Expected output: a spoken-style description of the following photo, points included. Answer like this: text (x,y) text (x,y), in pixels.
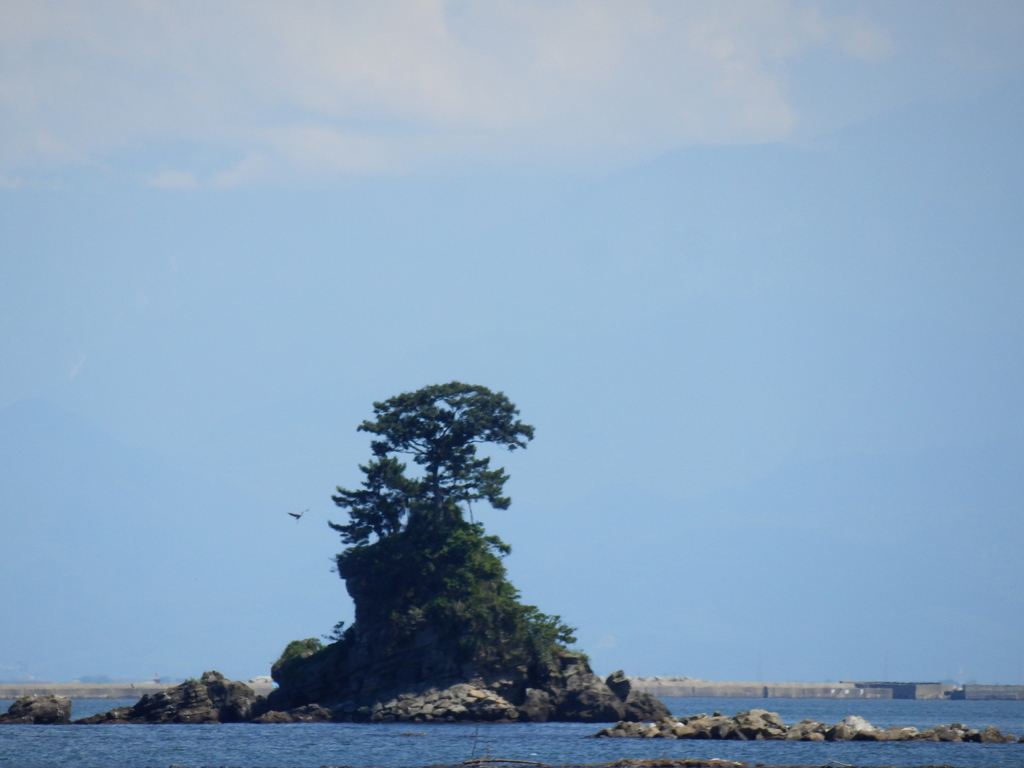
As we can see in the image there is water (402,733), sky (380,206) and trees (457,559).
